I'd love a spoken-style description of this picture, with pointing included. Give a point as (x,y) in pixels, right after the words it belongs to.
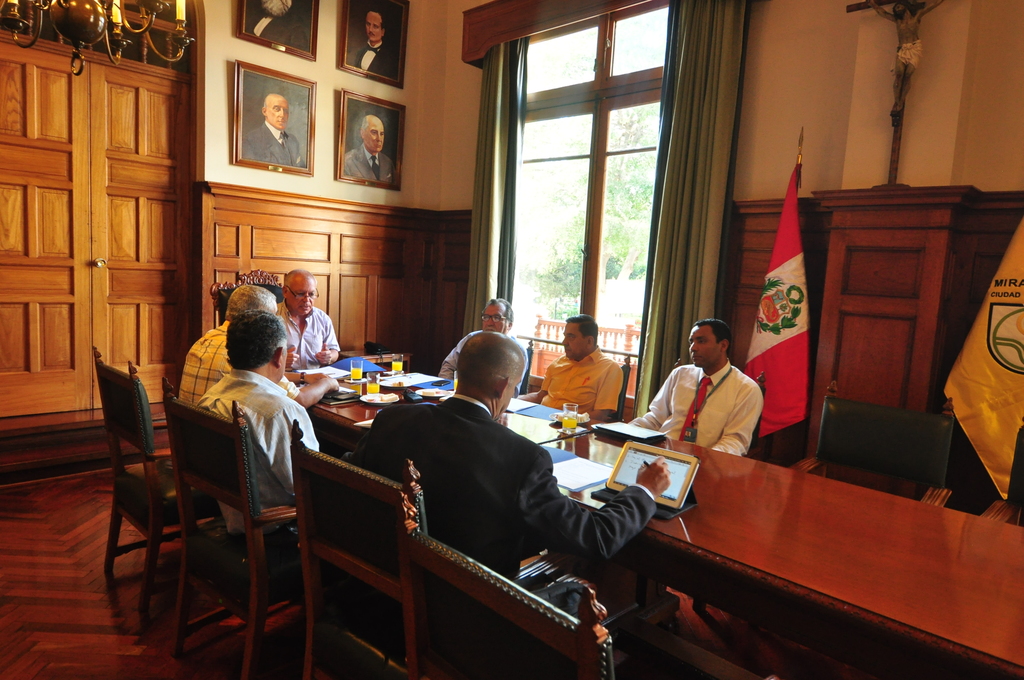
In this picture here we can see 7 persons (660,393) sitting on the chairs (296,445) around a table (638,577), this seems like some conference meeting and here the person (440,471) at the center (477,442) wearing black blazer (515,488) is looking at the tablet (682,491) and doing something. In the background (387,209) we can see wall (406,143), photo frames (383,119), curtain (518,151), glass window (621,196) flags (803,320), jesus christ statue (904,101). It seems like conference hall (355,324).
